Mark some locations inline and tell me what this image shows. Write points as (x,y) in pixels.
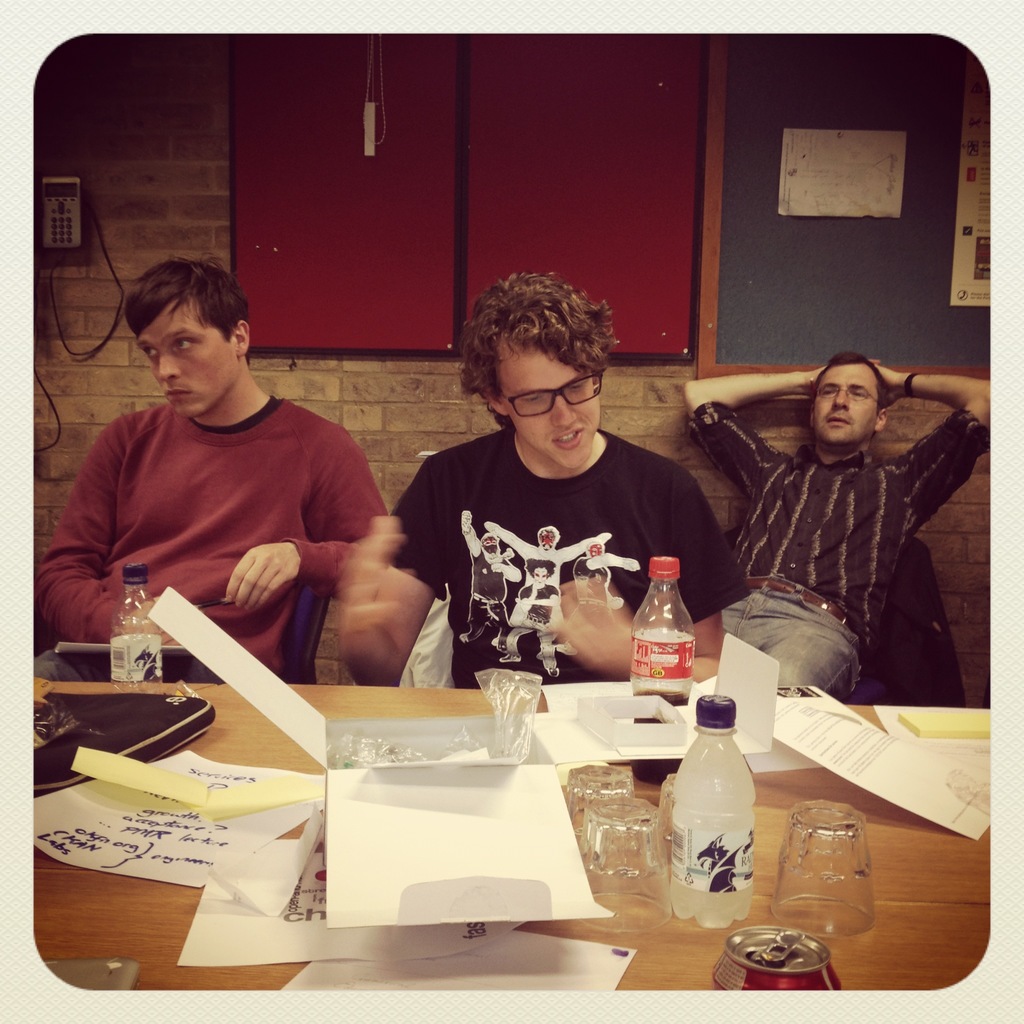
Inside the picture there are three persons (235,566) sitting in front of the table (211,735) middle person (485,604) is wearing spectacles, he is talking something, on the table (279,976) there are some papers (276,865), bottles (689,681) and glasses (855,886), behind them there is a cupboard (425,192), a telephone (49,226), a noticeboard (861,174) and a brick wall (222,213).
